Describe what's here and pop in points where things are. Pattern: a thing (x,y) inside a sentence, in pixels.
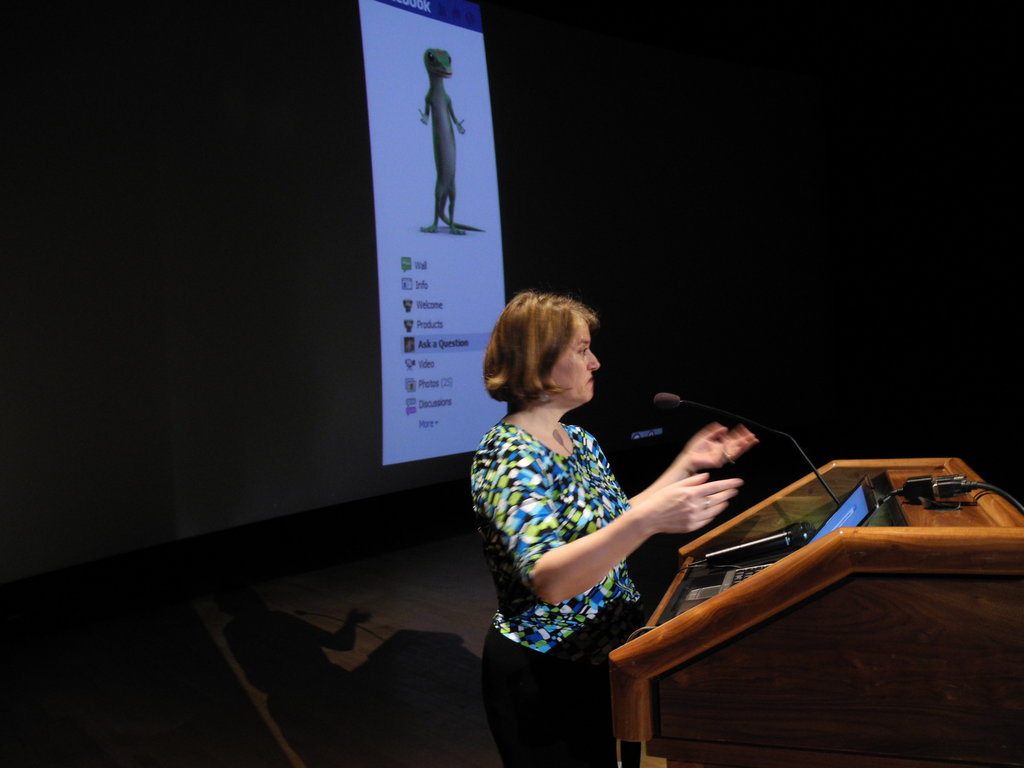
There is a woman (536,593) standing, in front of this woman (604,474) we can see microphone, laptop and cable (922,496) on the podium (900,531). In the background (268,453) it is dark and we can see screen (385,162).
